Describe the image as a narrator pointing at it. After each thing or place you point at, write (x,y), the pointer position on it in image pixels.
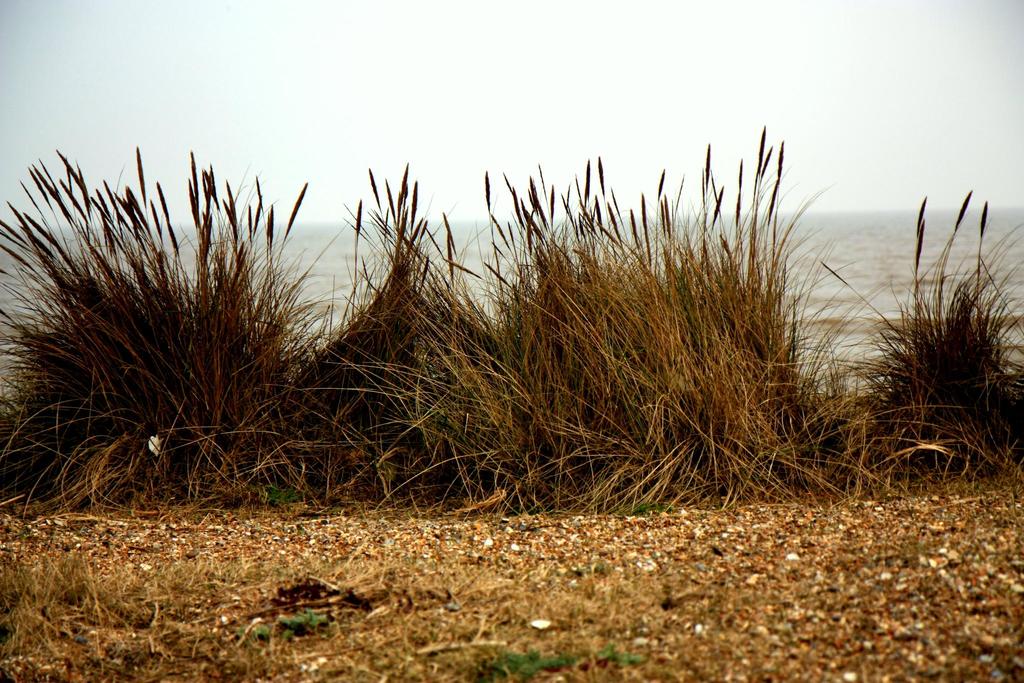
In this image we can see ground (617,530), grass (503,413), and water (865,331). In the background (741,75) there is sky (542,127).
